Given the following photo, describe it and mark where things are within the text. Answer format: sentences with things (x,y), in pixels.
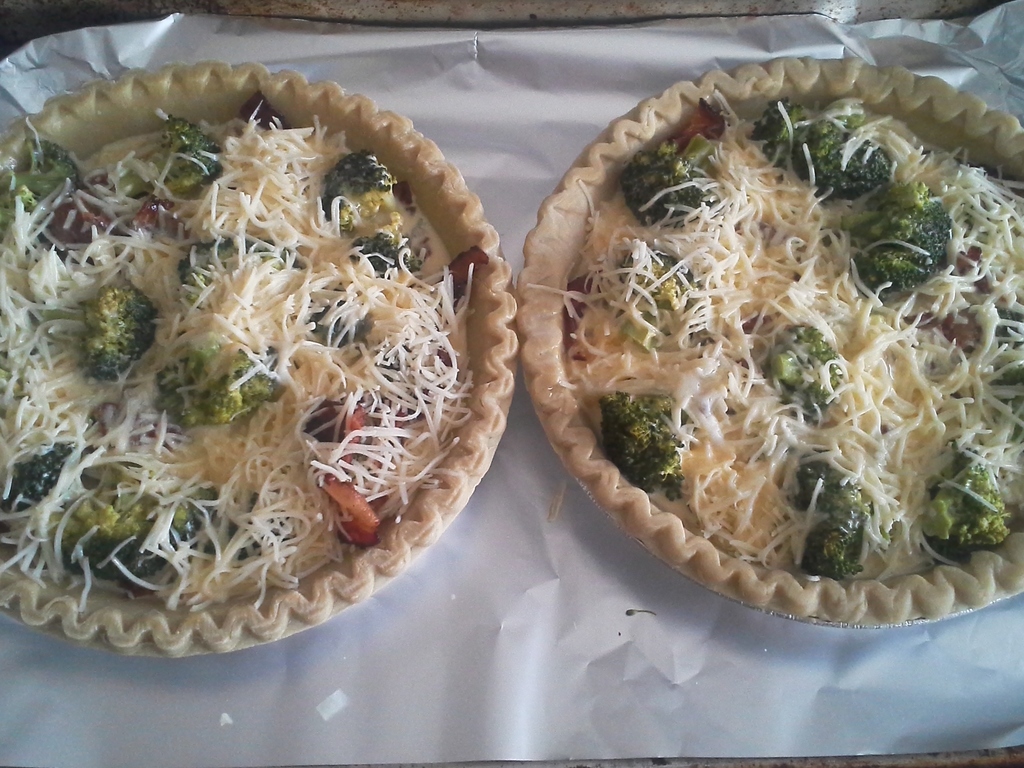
In the center of the image (522,310) we can see plates (550,327) of food (527,346) placed on the table (588,585).
